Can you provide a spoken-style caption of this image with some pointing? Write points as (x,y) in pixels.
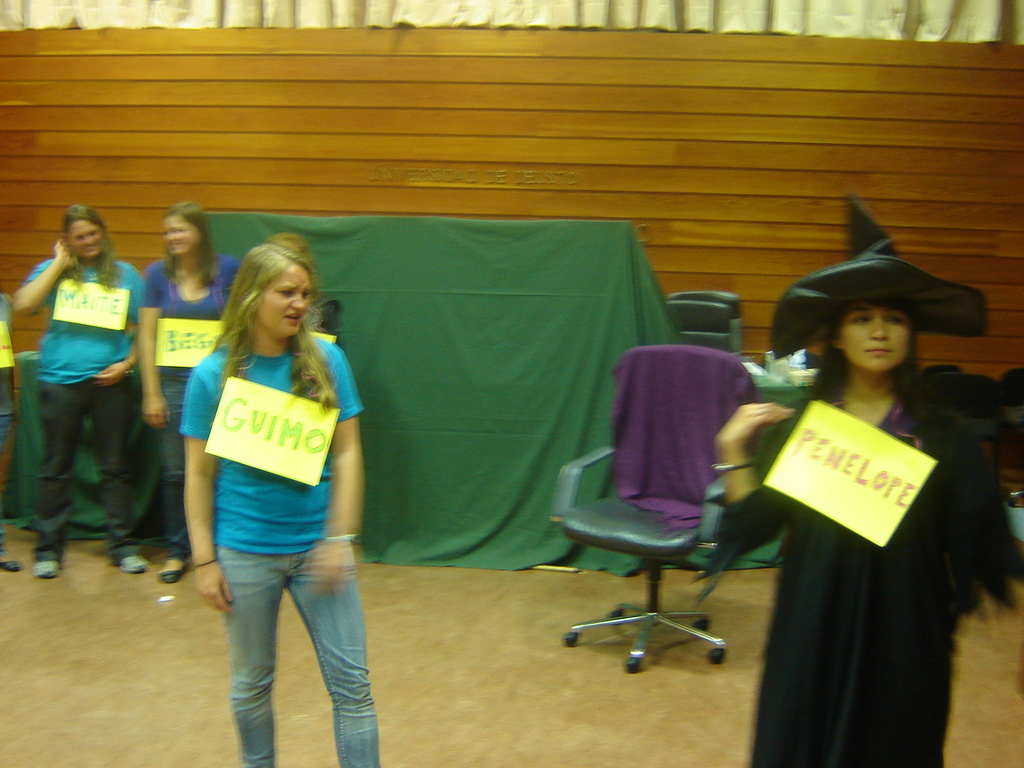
in this picture the girls (164,474) are there wearing the jeans (177,522) and t-shirt (207,368) and they are putting some posters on their t-shirt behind the girls (339,610) there are chairs (650,546) and some cloth (473,356) is there and the background (583,142) is light chocolate color.
